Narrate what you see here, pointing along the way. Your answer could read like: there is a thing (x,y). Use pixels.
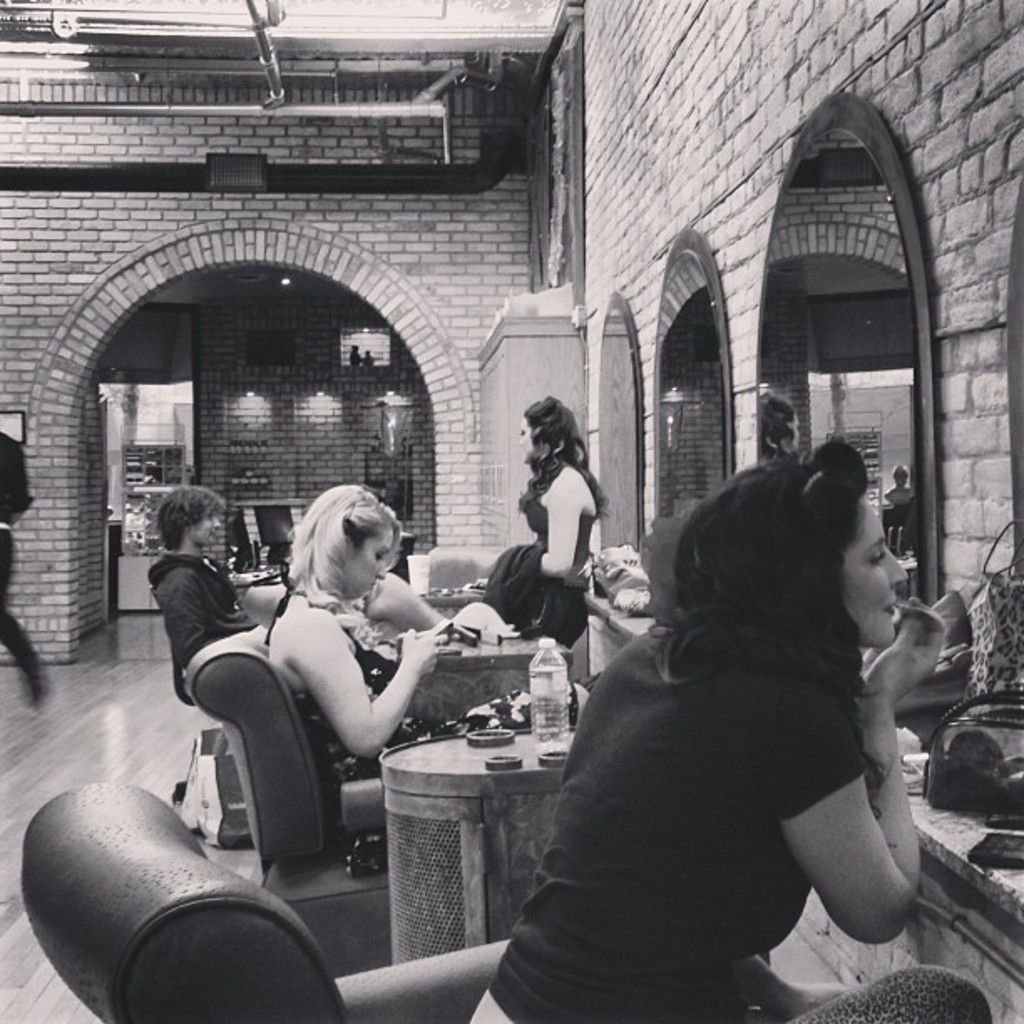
The picture is clicked in a salon (369,615) where there are people (386,610) getting ready and there are also mirrors (672,416) to the right side of the image (686,417).
